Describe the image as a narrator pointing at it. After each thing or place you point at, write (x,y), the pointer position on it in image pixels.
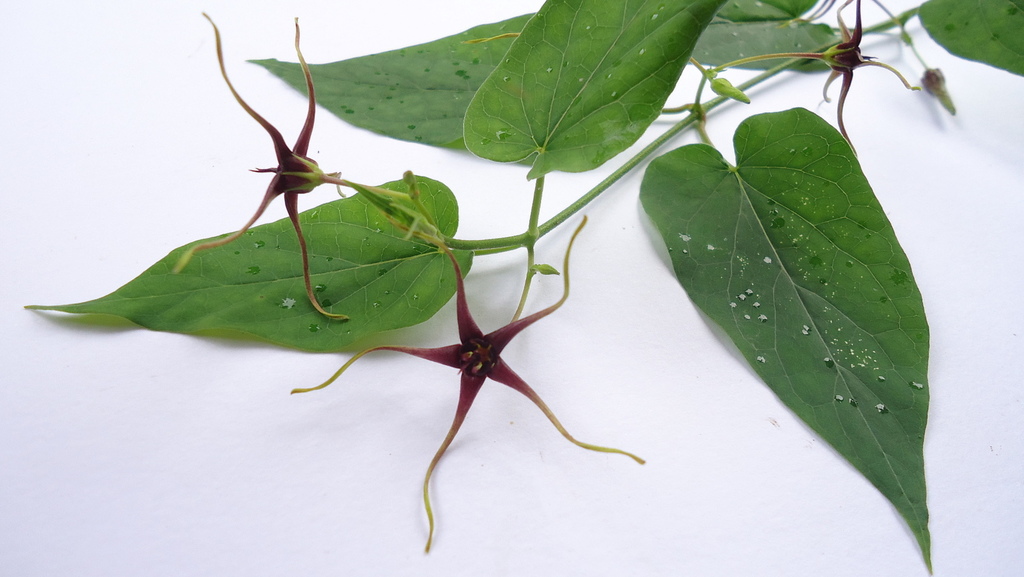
In this picture we can see leaves (583,165) and flower (423,357). On the bottom (438,522) we can see white color table (372,510).
